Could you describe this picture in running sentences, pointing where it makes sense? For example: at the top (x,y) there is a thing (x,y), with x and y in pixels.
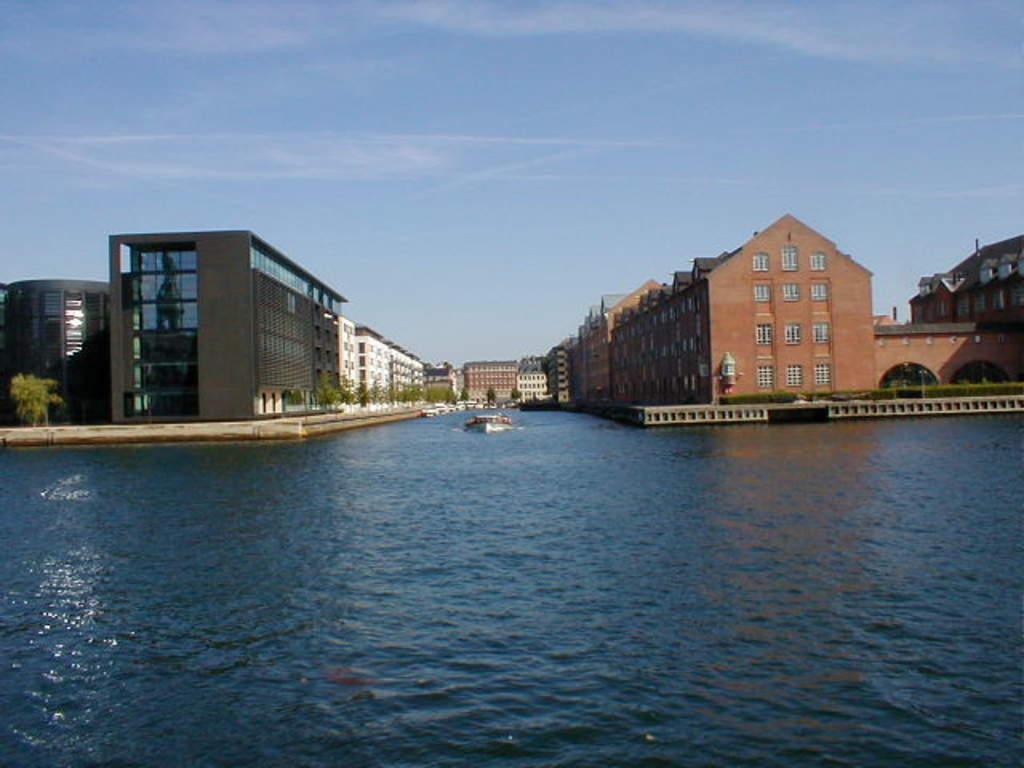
Front we can see water (259,589). Background (293,331) there are buildings (317,320) with windows (787,296). Beside these buildings (484,389) there are trees (409,395). Sky (561,222) is in blue color.
